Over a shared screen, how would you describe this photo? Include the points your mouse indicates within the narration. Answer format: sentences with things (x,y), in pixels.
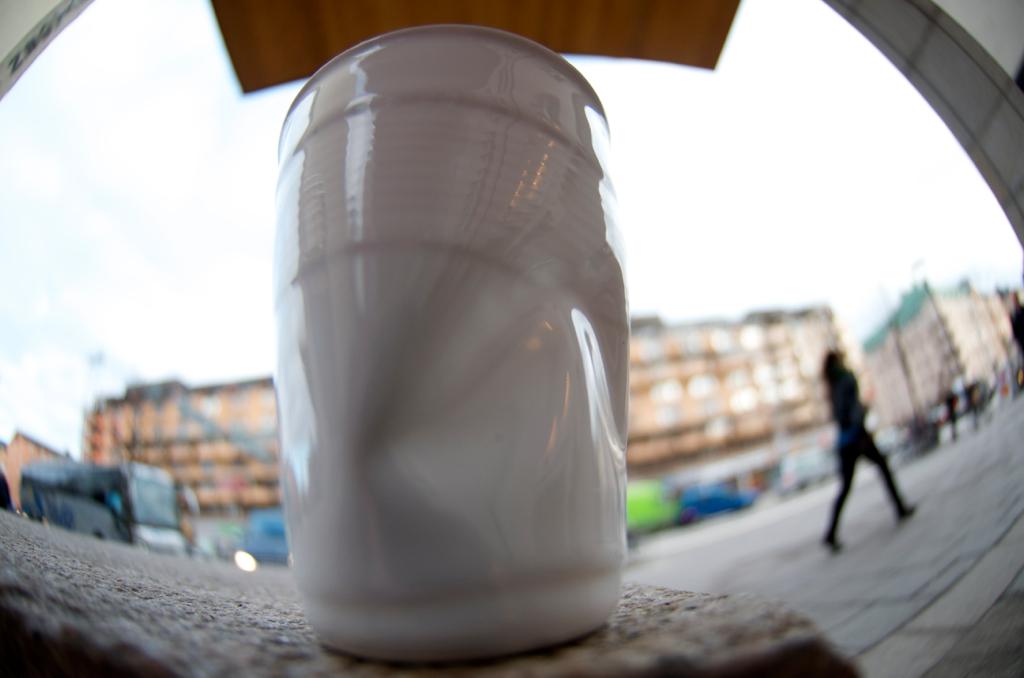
It is the panorama image in which we can see that there is a cup (488,197) kept on the stone (298,591). In the background (197,414) there are so many buildings (686,383). On the road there are vehicles (151,476). On the footpath (904,491) there are few people (890,485) walking on it. At the top (787,141) there is the sky (793,132).
